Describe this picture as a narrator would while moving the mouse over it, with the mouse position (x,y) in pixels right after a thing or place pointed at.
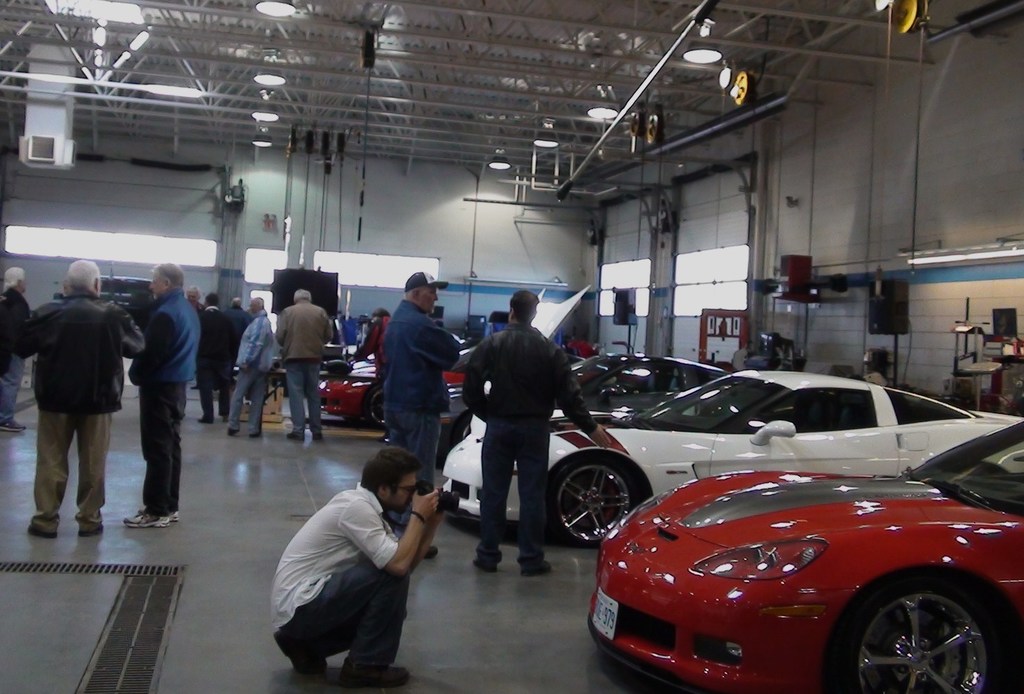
In this image there are people (401,377) standing in a garage (521,641), in that there are cars (781,476) and a person (372,585) taking a photograph of a car (610,551), at the top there are lights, in the background (886,153) there are walls (976,139).
